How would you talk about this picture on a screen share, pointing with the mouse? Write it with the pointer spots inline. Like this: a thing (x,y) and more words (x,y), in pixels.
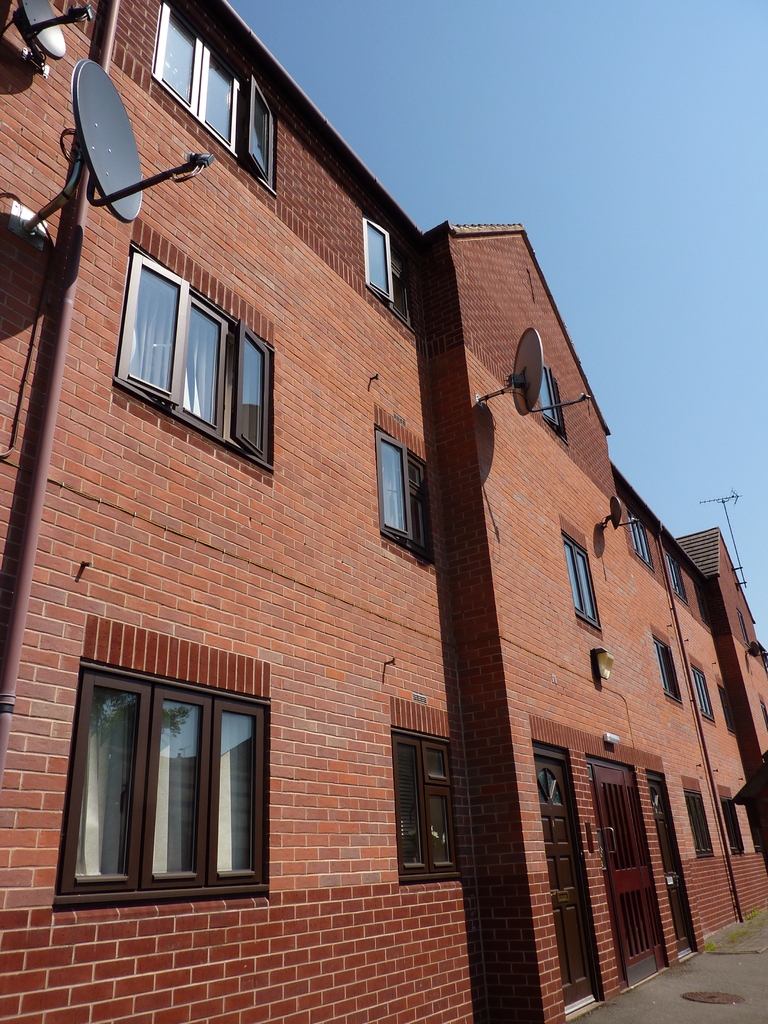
In this image I can see a building (337,735). There are few dish antennas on the building (331,614). I can see few windows (116,713). At the top (584,196) I can see the sky (633,175).
